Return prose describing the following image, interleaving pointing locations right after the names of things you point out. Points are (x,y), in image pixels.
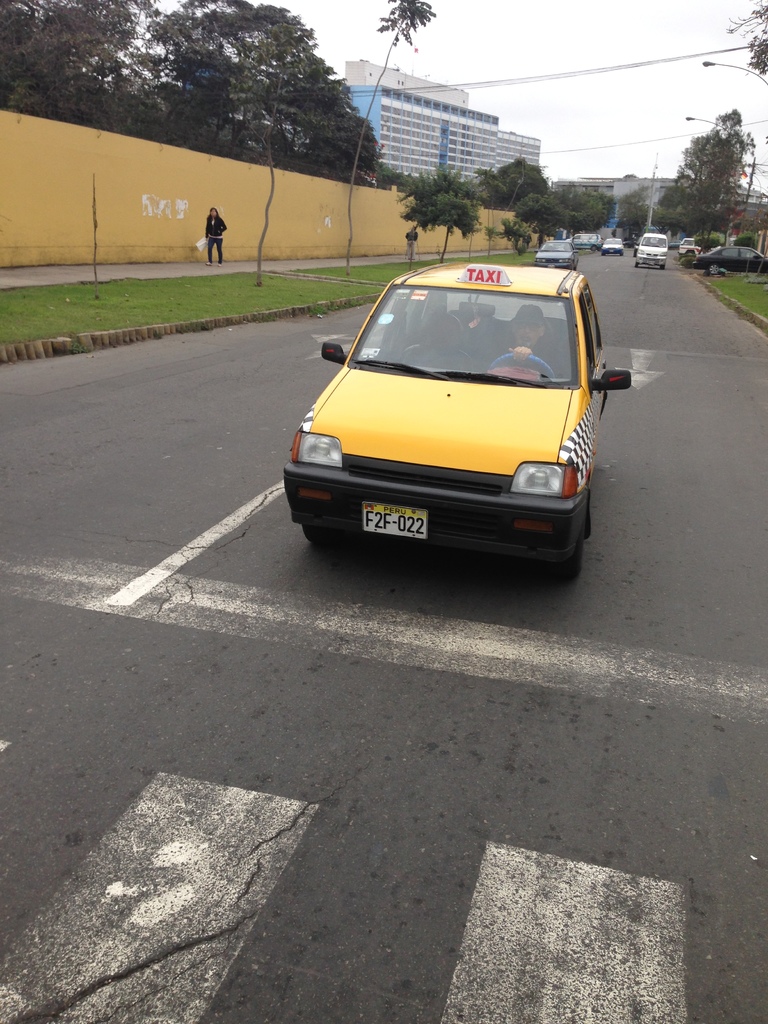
In this picture there are vehicles (597,407) on the road (560,842) and in the foreground (578,511) there is a person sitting inside the vehicle (579,489). On the left side of the image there is a person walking on the footpath (45,269). At the back (720,226) there are buildings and trees (704,200) and poles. At the top (496,53) there is sky (519,71). At the bottom (650,884) there is a road (684,489) and there is grass (101,307).
